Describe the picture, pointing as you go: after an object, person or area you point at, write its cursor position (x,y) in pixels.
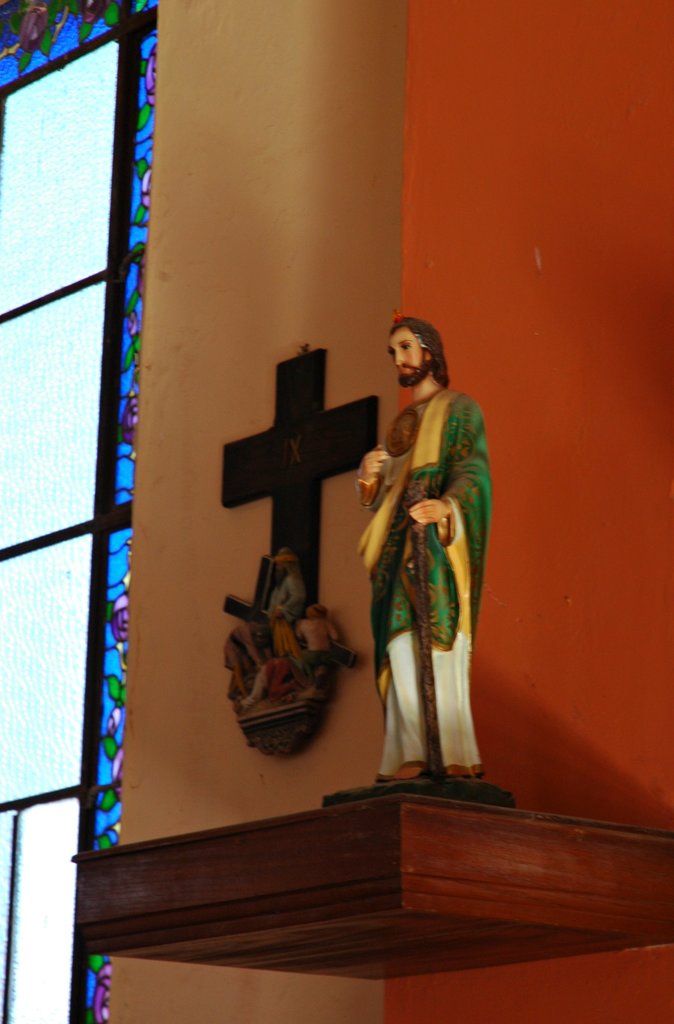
In this image there is a statue of St. Jude (428,688) on a wooden plank (397,879), behind the statue (466,494) there is a cross (286,415) and a glass window (113,392) on the wall (433,309).
